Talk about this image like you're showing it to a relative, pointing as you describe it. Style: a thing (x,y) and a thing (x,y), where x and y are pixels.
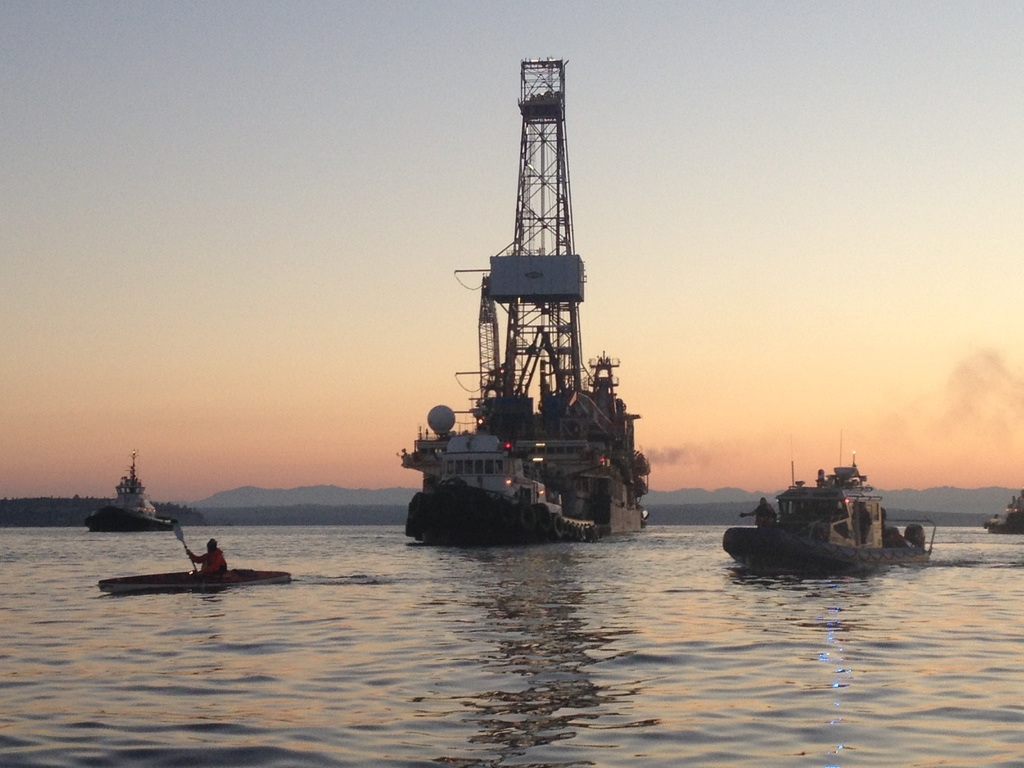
In this picture I can see boat (237,580), ships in the water (530,653), hills (275,507) and sky (387,478).
